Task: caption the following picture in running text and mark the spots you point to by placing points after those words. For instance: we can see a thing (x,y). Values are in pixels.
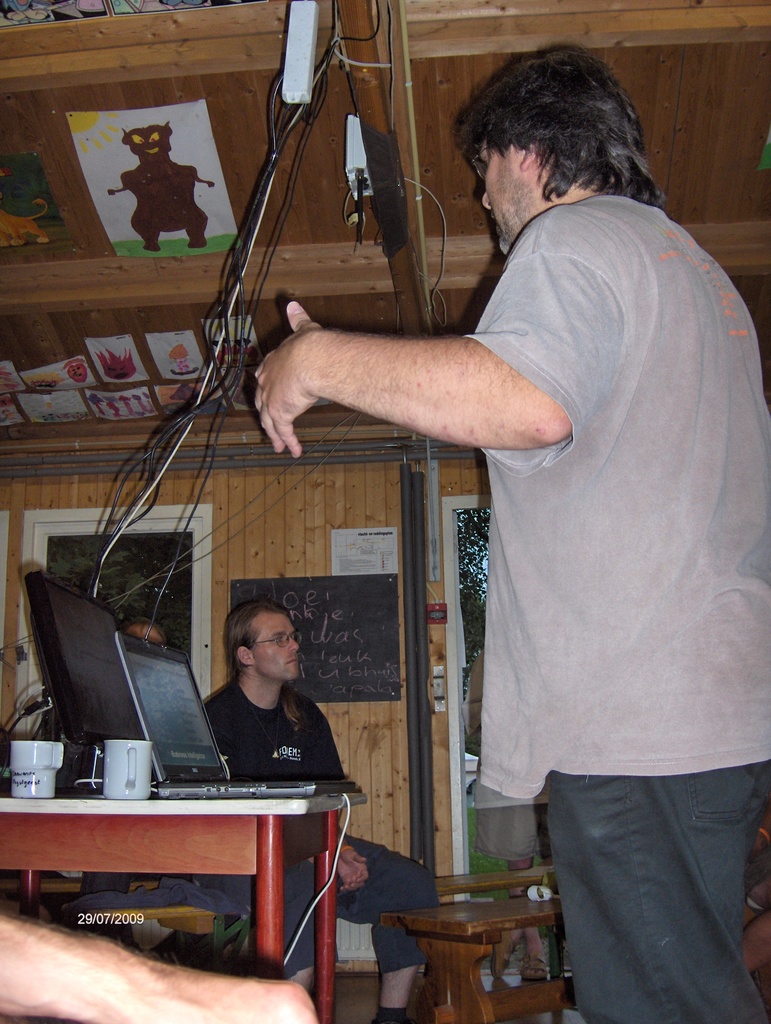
In this picture we can see some people (269,701), table (277,853) with cups (125,792), laptop (156,708), monitor (76,593) on it and in the background (154,589) we can see posters (127,157), cables (259,228), window (148,558), trees (151,569) and some objects (418,792).
